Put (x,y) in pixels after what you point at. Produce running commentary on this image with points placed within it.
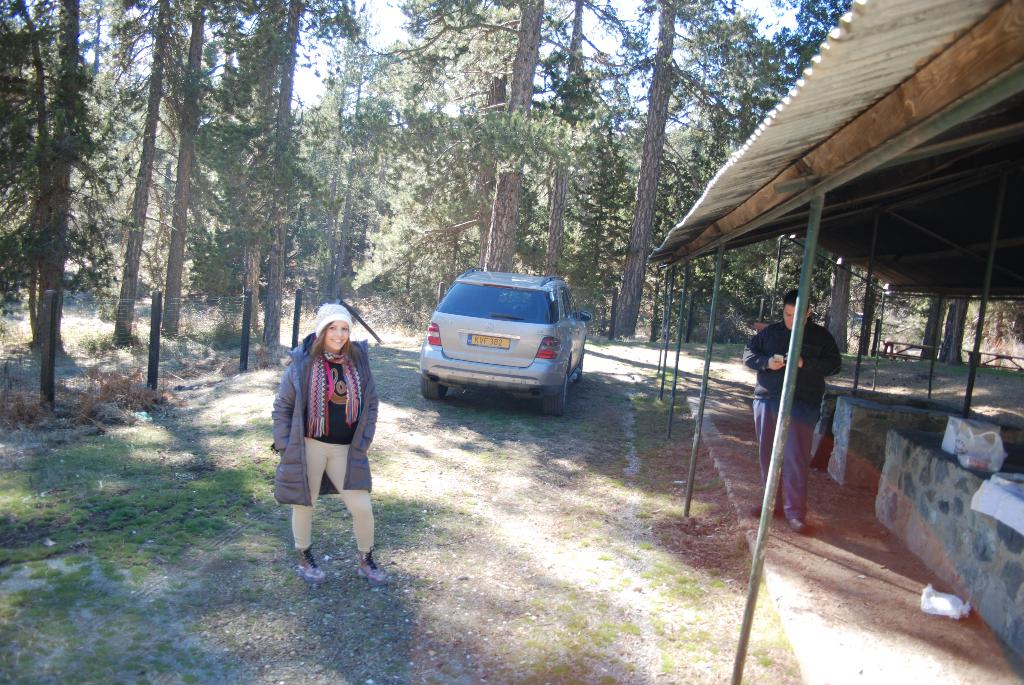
In this image we can see a lady (320,440) wearing cap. Also there is another person (753,358). And there is a car (486,303). On the right side (777,206) there is a shed (868,209) with pillars (777,252). In the background (349,196) there are trees (478,30). And there is sky (573,15). Also there are few items (974,445) on the right side (991,455).
